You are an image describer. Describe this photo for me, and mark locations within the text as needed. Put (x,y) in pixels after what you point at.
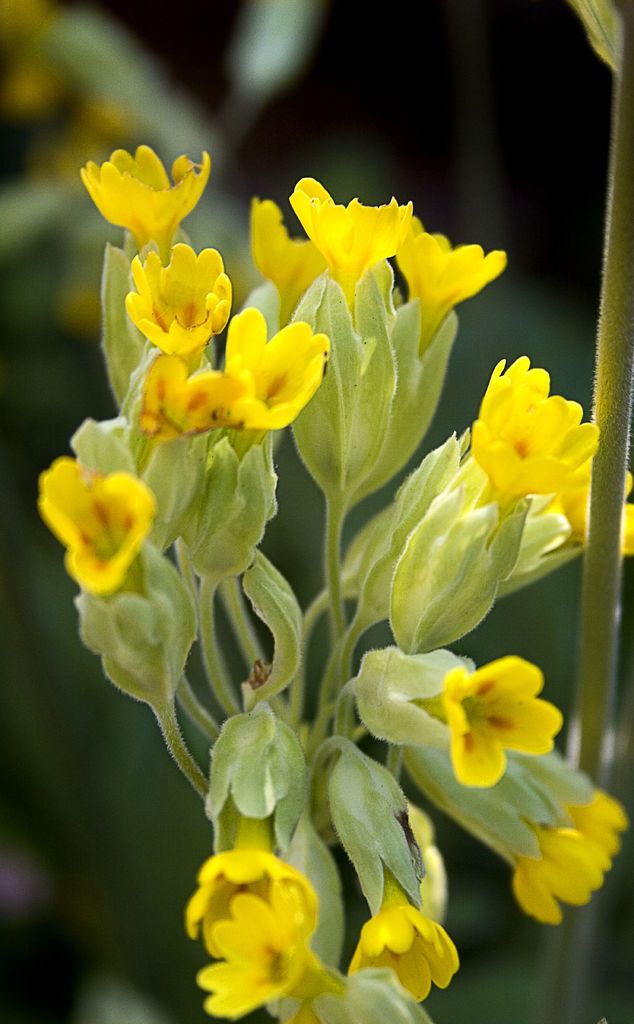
In this picture we can see flowers (459,565) and stem (581,1009). There is a blur background (50,32).
